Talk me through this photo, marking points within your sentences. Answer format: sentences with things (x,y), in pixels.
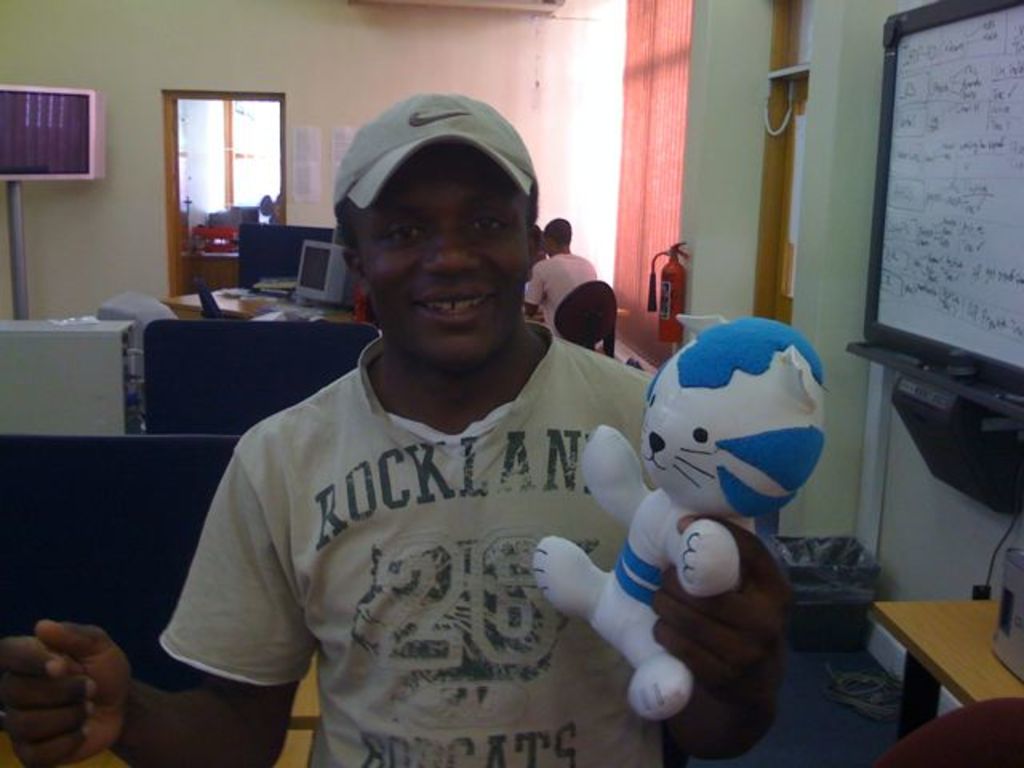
The person (370,140) wearing hat (507,173) is holding a toy (617,469) in his hand (730,520) and there is a person (570,281) sitting behind him and there is a whiteboard (938,178) beside him which has some thing written on it.
